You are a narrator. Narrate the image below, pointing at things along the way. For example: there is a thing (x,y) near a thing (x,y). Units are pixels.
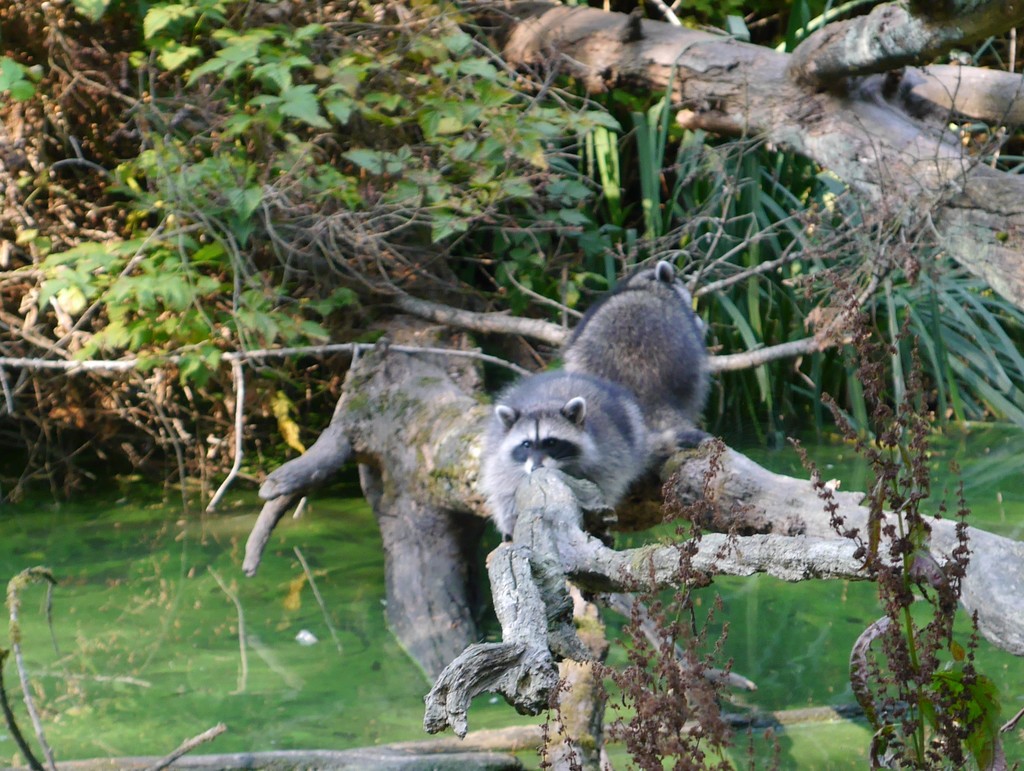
In this image there is an animal (599,402) in the center (489,429) which is on the branch (756,517) of a tree (776,543). In the background (384,206) there are plants (558,223) and there are dry trees (53,204).
